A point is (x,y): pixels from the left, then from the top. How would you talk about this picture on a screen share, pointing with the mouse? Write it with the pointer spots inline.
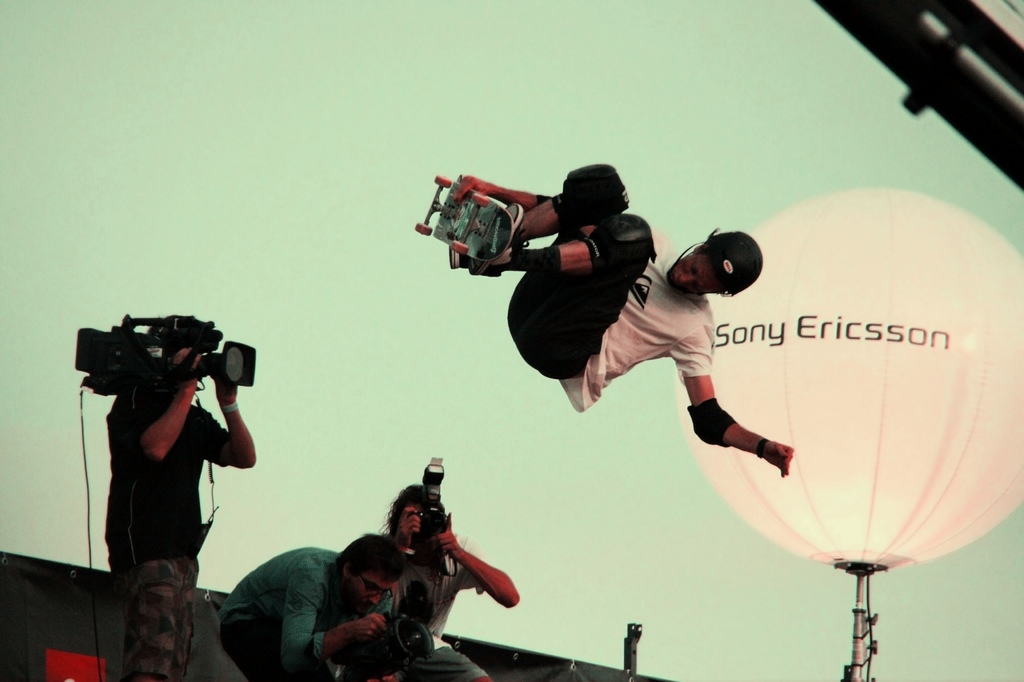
In the center of the image (549,303) a person (643,276) is jumping by using skating board (473,212). At the bottom of the image (411,586) we can see some persons (179,435) are holding cameras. In the background of the image (458,637) we can see a board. On the right side of the image (834,283) we can see a light (889,404) with stand (860,593).
